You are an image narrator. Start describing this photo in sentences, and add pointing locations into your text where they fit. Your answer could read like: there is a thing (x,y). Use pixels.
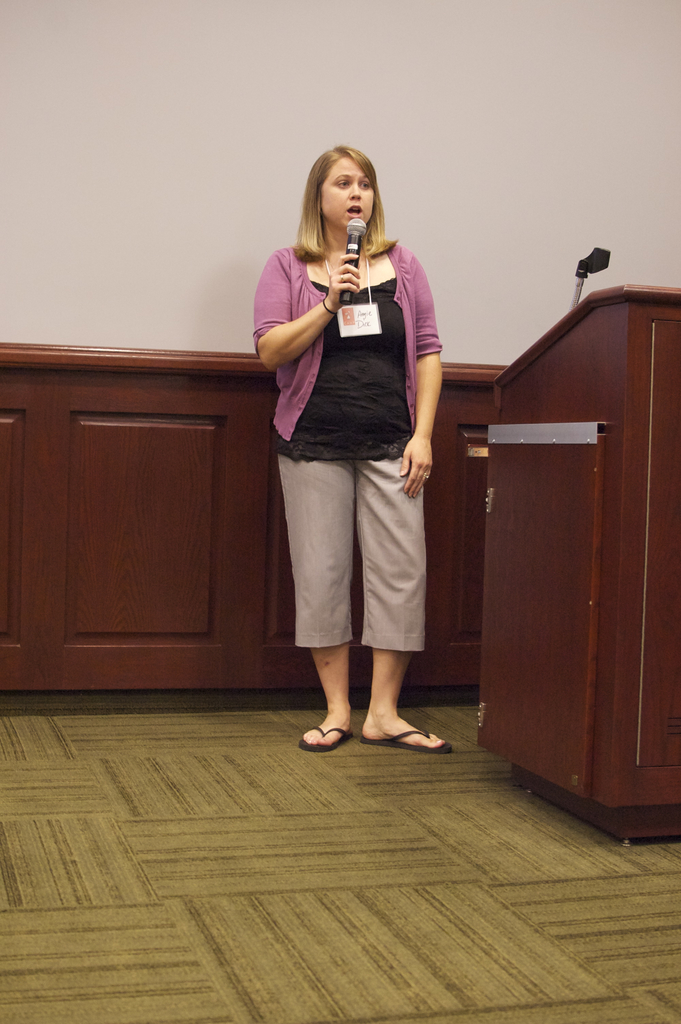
In this image there is a woman (325,510) who is standing in front of podium (578,399) by holding a mic (359,236) in her hand (349,260). At the back side (193,161) there is a wall (114,110).
